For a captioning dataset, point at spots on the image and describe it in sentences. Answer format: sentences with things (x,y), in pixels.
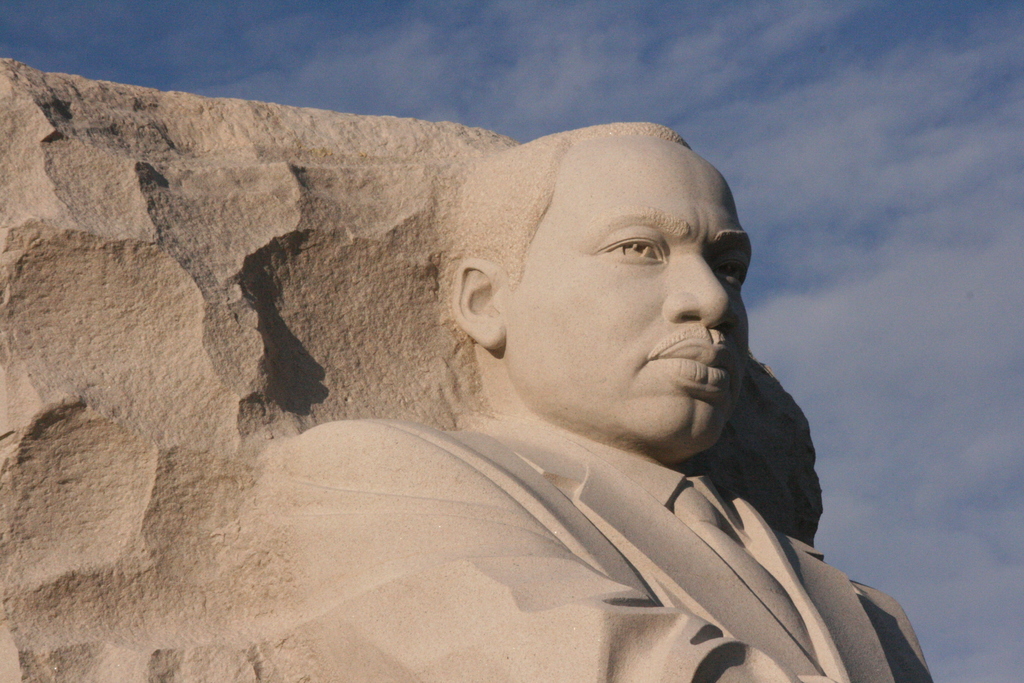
In the image there is a sculpture (688,198) of a person (504,529) carved on a rock (59,281).
